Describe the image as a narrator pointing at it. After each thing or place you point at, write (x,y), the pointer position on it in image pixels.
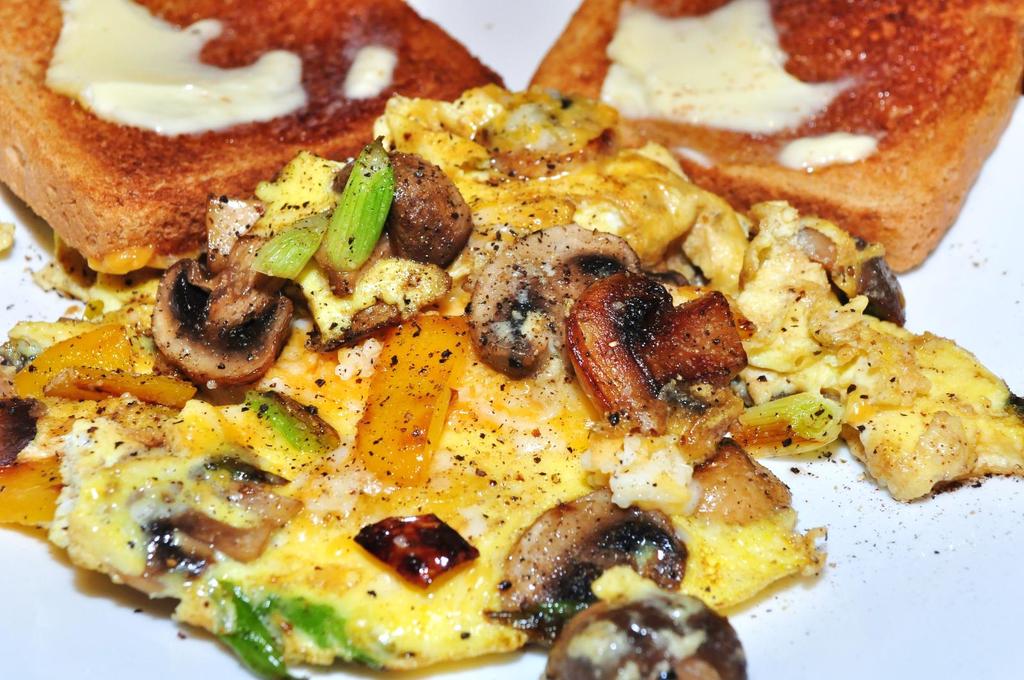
In this image we can see some food (576,414) on an object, which looks like a plate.
